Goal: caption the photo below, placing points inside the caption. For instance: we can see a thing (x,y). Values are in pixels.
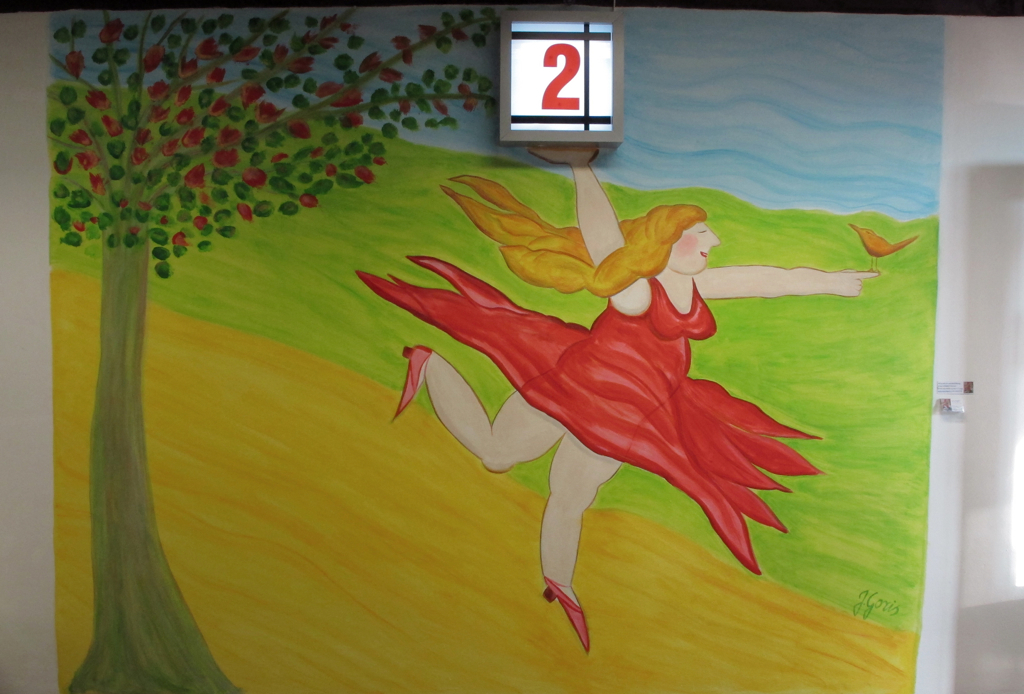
In this image, we can see a board (597,117) and there is a painting (499,317) of a lady (629,346), a bird (865,241), tree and some text (878,599) on the wall (966,455).
